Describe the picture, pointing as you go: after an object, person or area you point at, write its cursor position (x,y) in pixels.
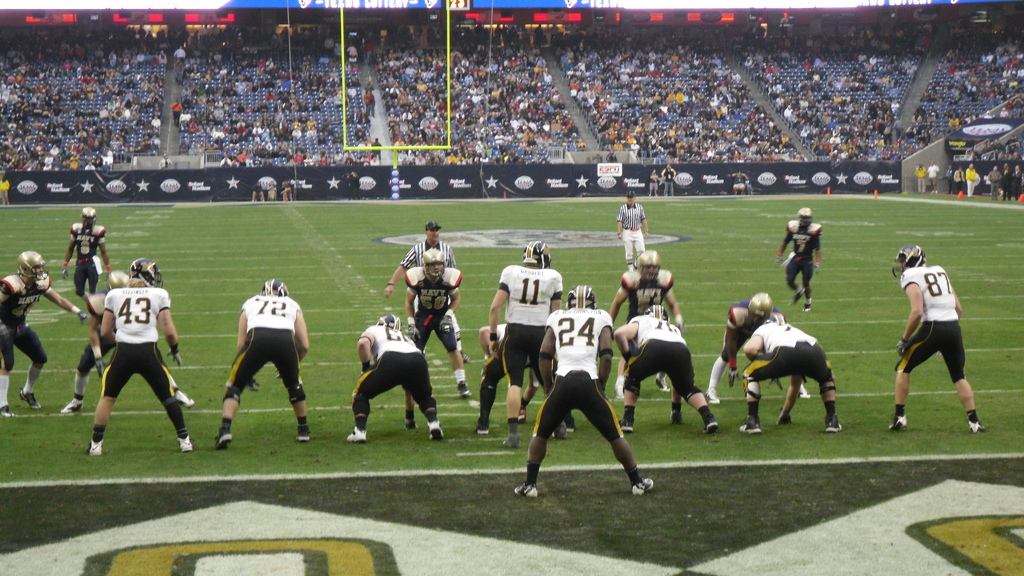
This is the picture of a stadium (334,359). In this picture there are group of people (807,353) standing in the foreground (40,283). At the back (617,144) there are group of people (615,129) sitting. At the bottom (827,533) there are hoardings (784,183) and there is grass (873,243).
